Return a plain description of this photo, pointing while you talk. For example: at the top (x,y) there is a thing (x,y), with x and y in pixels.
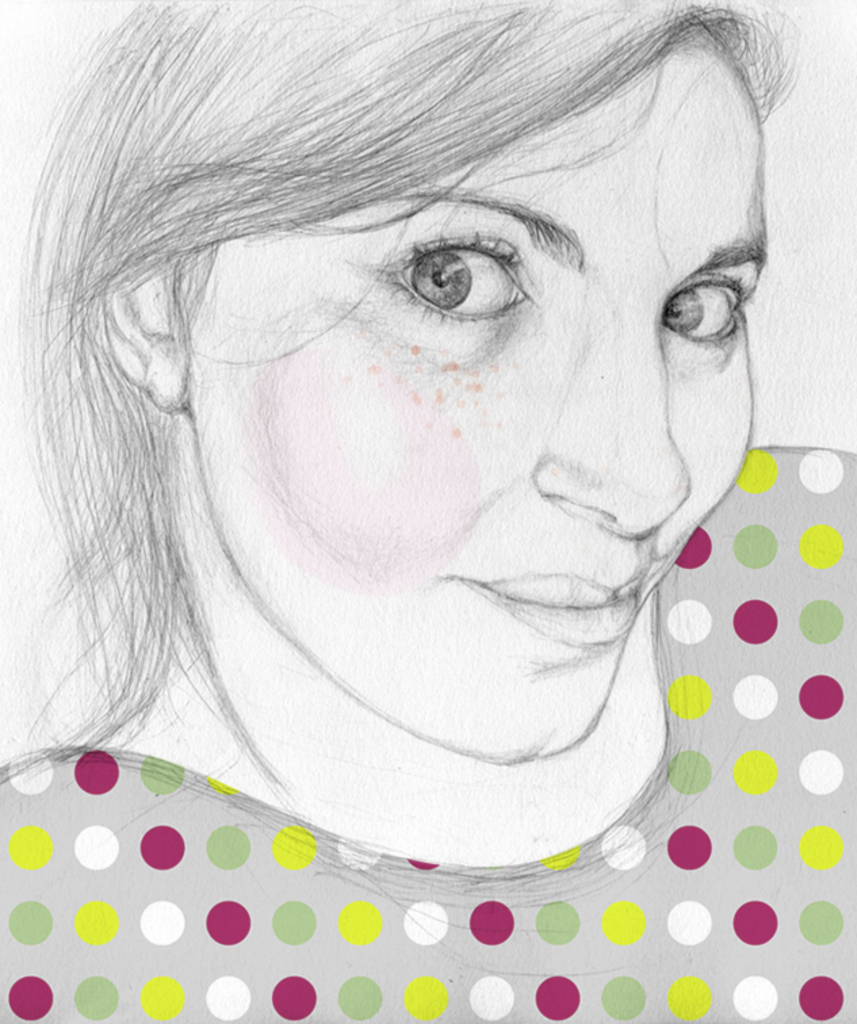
This is the sketch of the woman (400,400) with a mark (381,516) on her cheek (333,498). And she is wearing a T shirt (265,918) with a maroon, green, yellow and white coloured dots (299,841).
